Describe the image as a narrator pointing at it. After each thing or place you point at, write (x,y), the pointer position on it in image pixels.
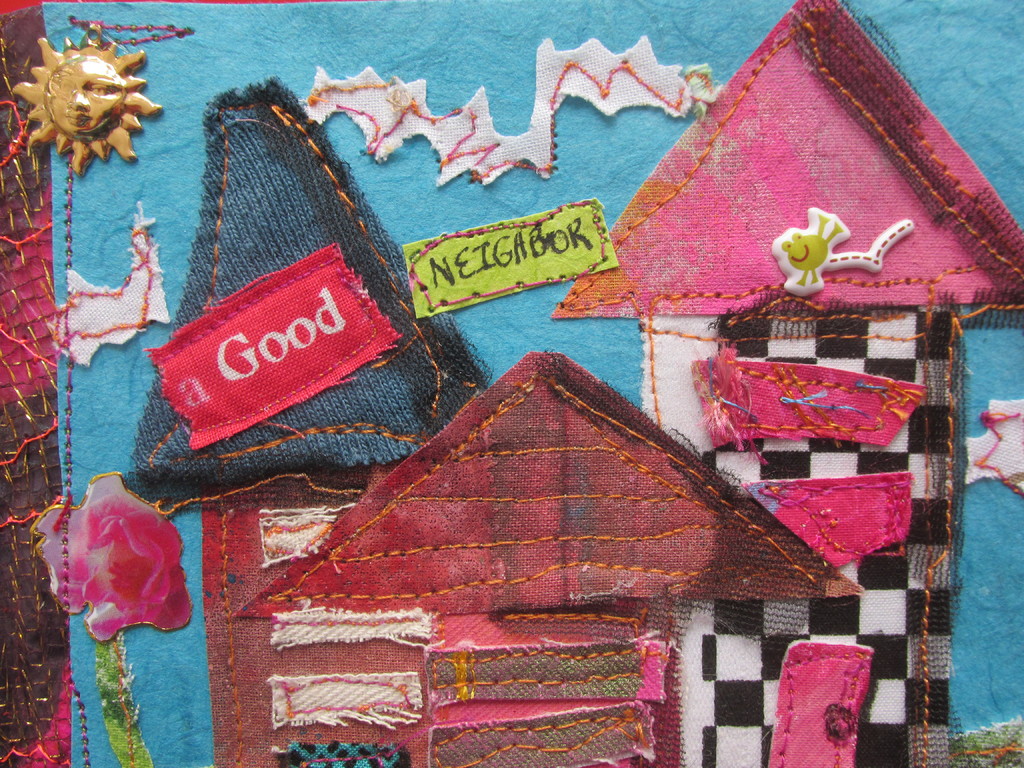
In this picture we can see a cloth (990,518) with designs (752,121) of buildings (543,482), names (318,371), bird (810,218), door (789,665) on it, locket (71,113).
